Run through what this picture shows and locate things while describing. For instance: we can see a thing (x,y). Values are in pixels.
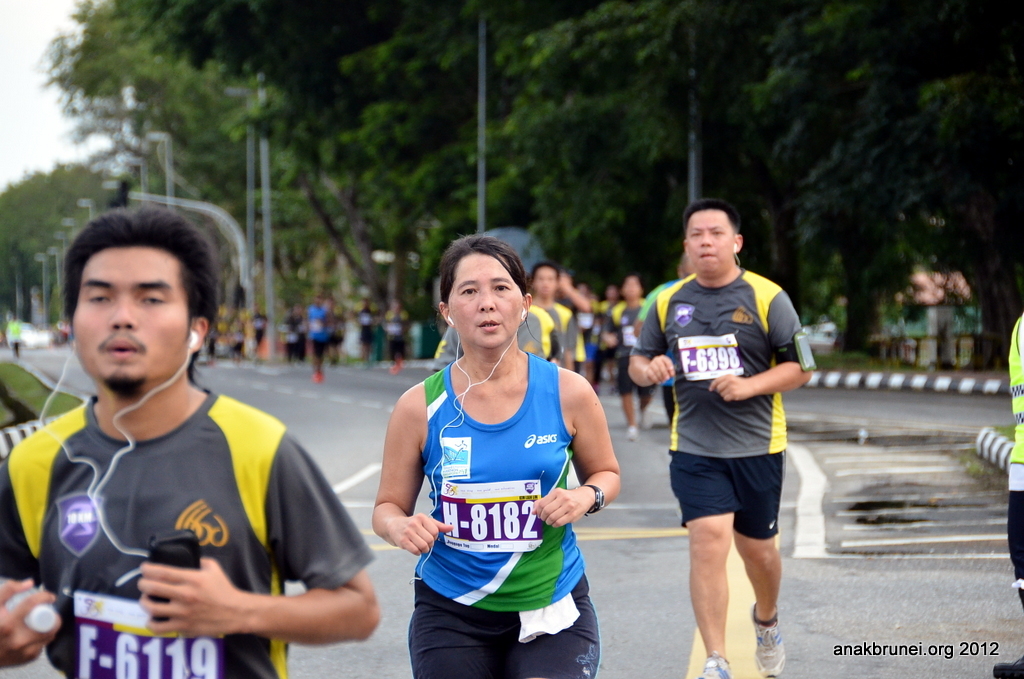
In this image there are group of persons (580,513) running. In the background (675,235) there are trees (217,245) and poles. On the left side (1,386) there's grass (41,403) on the ground (34,404).
